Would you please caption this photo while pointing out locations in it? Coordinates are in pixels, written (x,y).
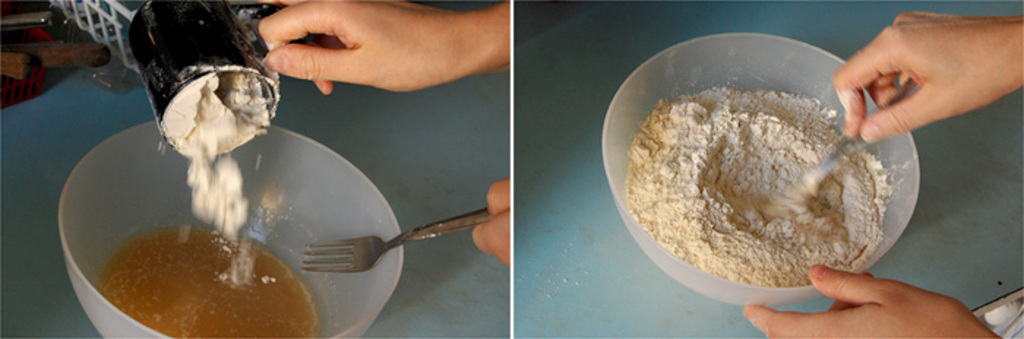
In this image we can see there are two photos (51,272), in the first photo (79,296) the person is holding a fork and a cup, in front of the person (315,48) there is a bowl (395,265) with some food item (186,261) and there are some other objects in the background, in the second image (822,179) we can see the person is holding the bowl (908,168) and mixing the food item (785,206).
